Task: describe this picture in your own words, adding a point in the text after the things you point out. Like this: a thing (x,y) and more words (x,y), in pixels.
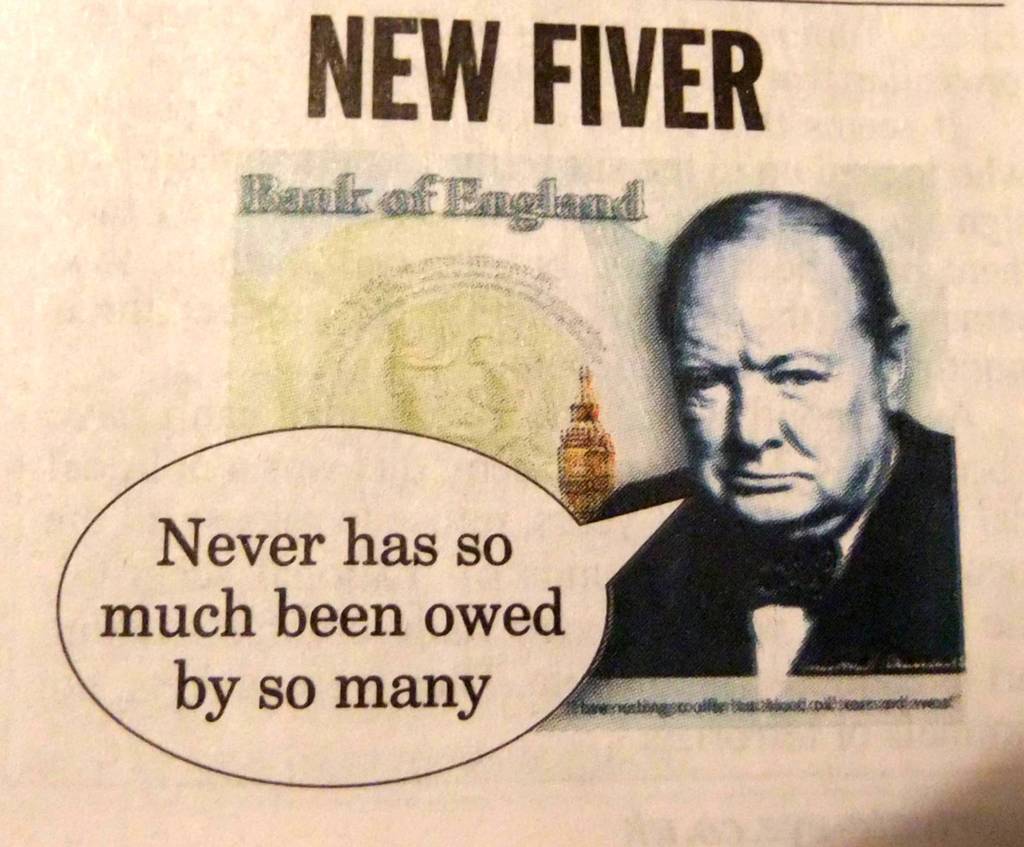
In this picture we can see an object (517,841) which seems to be the poster (190,250) containing the text (463,201) and a picture (865,475) of a person (801,517) and the pictures (590,458) of some other objects (521,334).
